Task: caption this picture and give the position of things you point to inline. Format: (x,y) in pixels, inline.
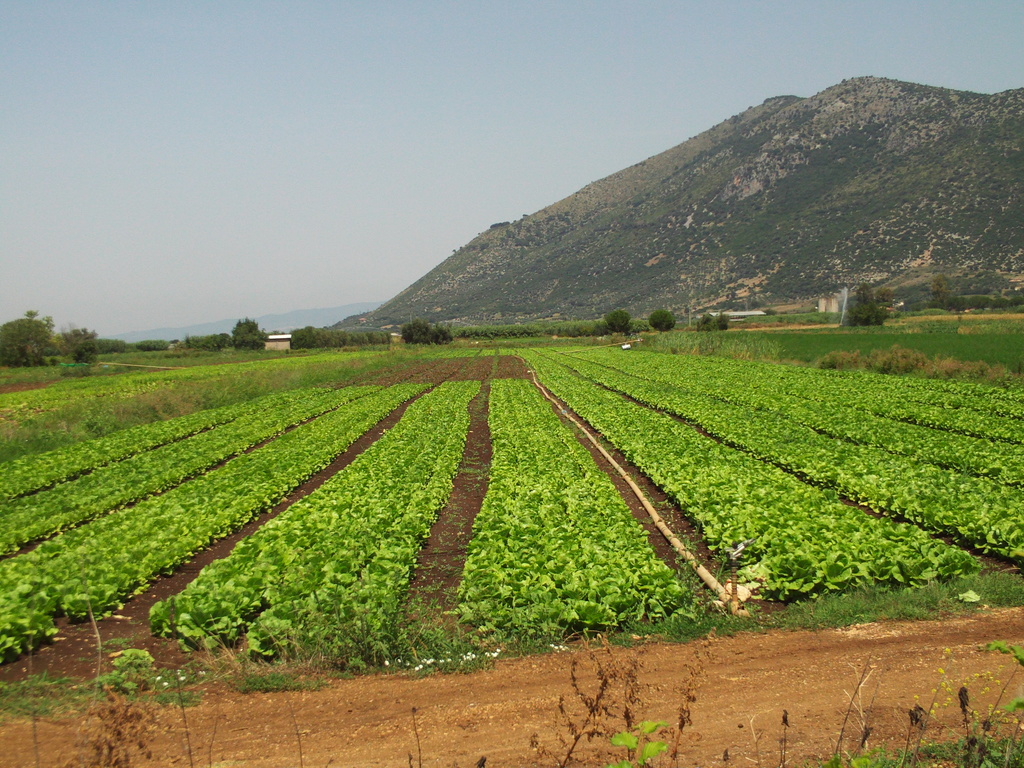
In this image I can see the green plants (677,470), mud (472,483), trees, pipe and mountains (872,119). The sky (334,100) is in white and blue color.
